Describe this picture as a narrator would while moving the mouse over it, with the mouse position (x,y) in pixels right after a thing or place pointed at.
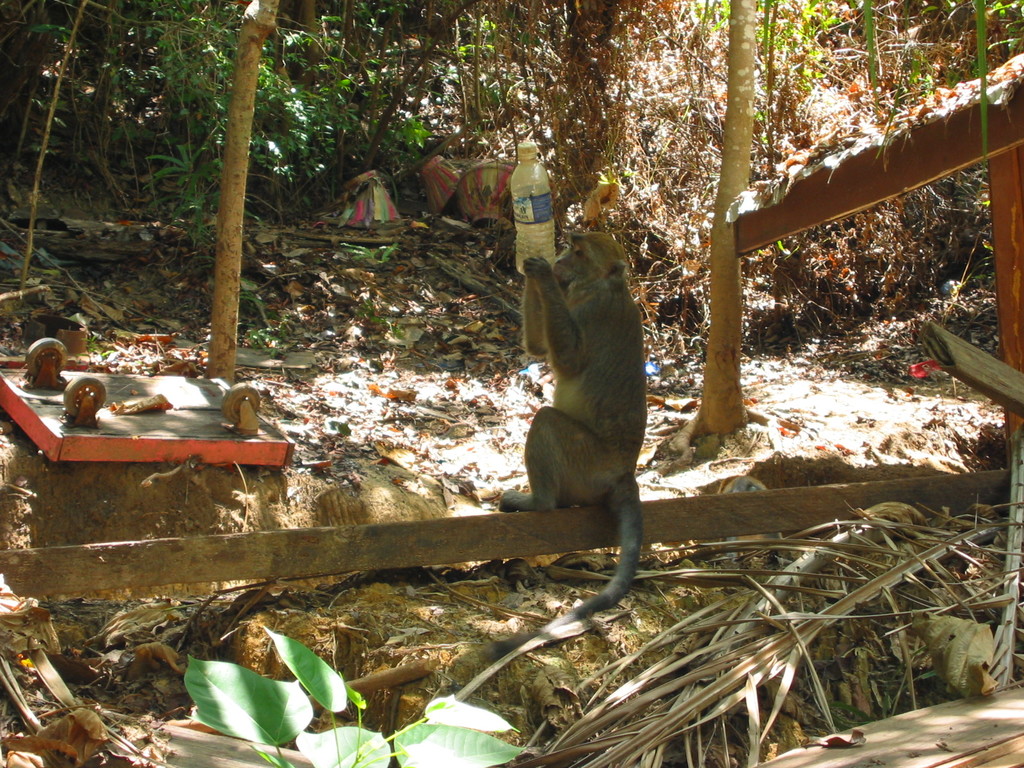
In this picture there is a monkey (551,299) holding a bottle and around there are some plants (624,158), trees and some dry leaves (687,570) on the floor (535,704).
